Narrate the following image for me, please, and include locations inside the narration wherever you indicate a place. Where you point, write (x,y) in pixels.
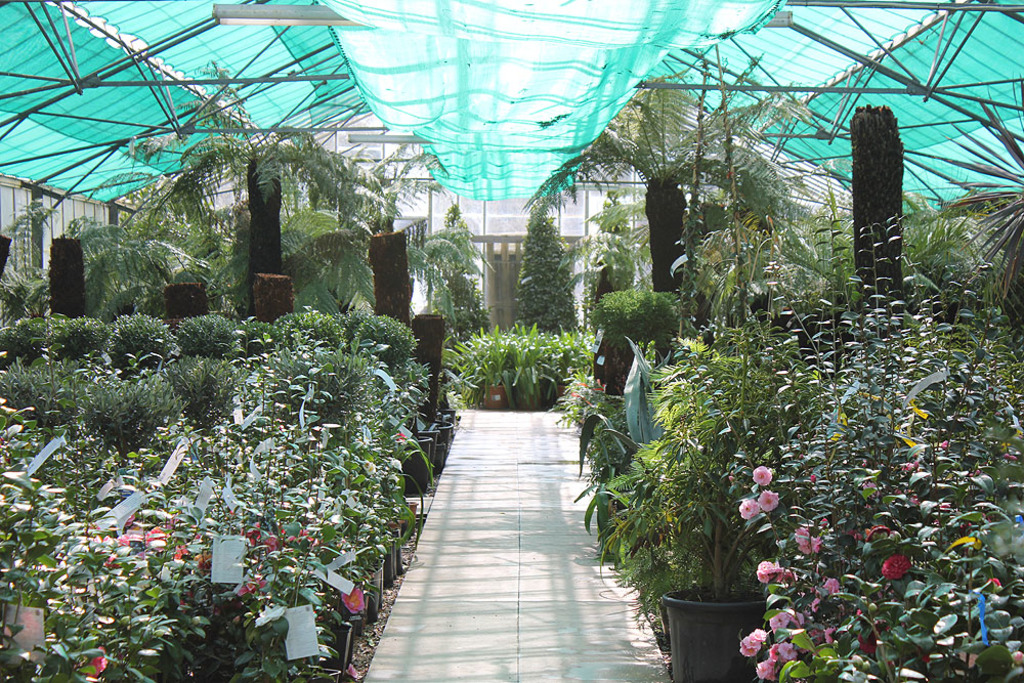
I think this picture is taken in a plant nursery (510,416). In the center (536,418), there is a lane (549,531). In both the sides of the picture, there are plants (851,467) with different flowers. On the top (140,32), there is a shed (141,83) and cloth (579,82).
